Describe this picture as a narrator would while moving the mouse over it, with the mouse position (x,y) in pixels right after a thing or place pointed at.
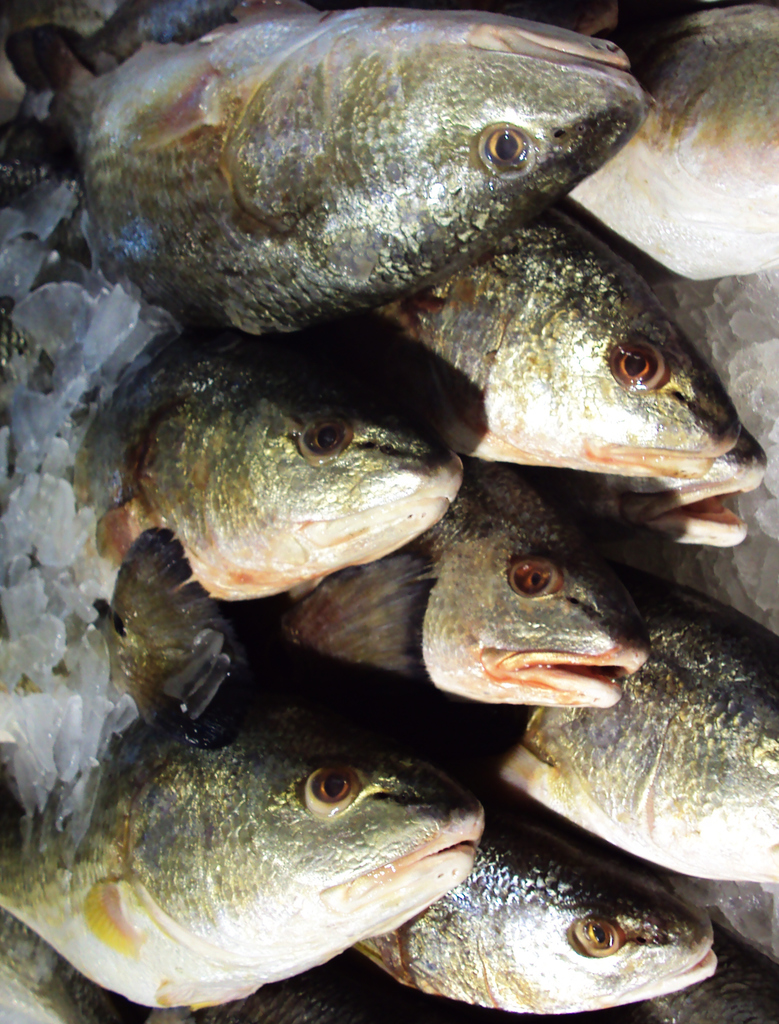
In this image there is a fish (242,596). In the background of the image (9,706) it looks like an ice (18,584).
